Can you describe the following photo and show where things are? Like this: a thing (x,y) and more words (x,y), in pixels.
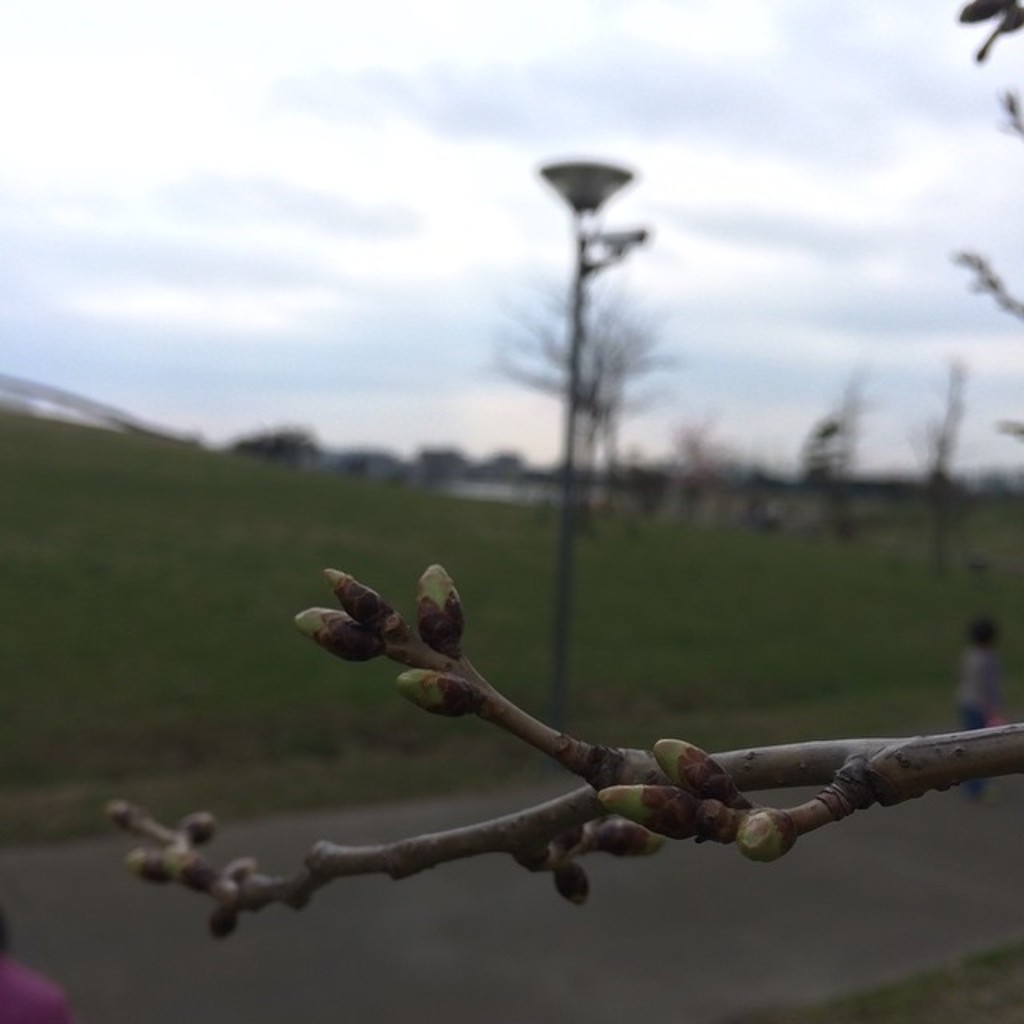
This image consists of a plant stem (651,832). In the background (616,364), there are trees (599,416) and poles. At the bottom (418,955), there is road (82,916). At the top (317,128), there are clouds (320,91) in the sky (240,128).
